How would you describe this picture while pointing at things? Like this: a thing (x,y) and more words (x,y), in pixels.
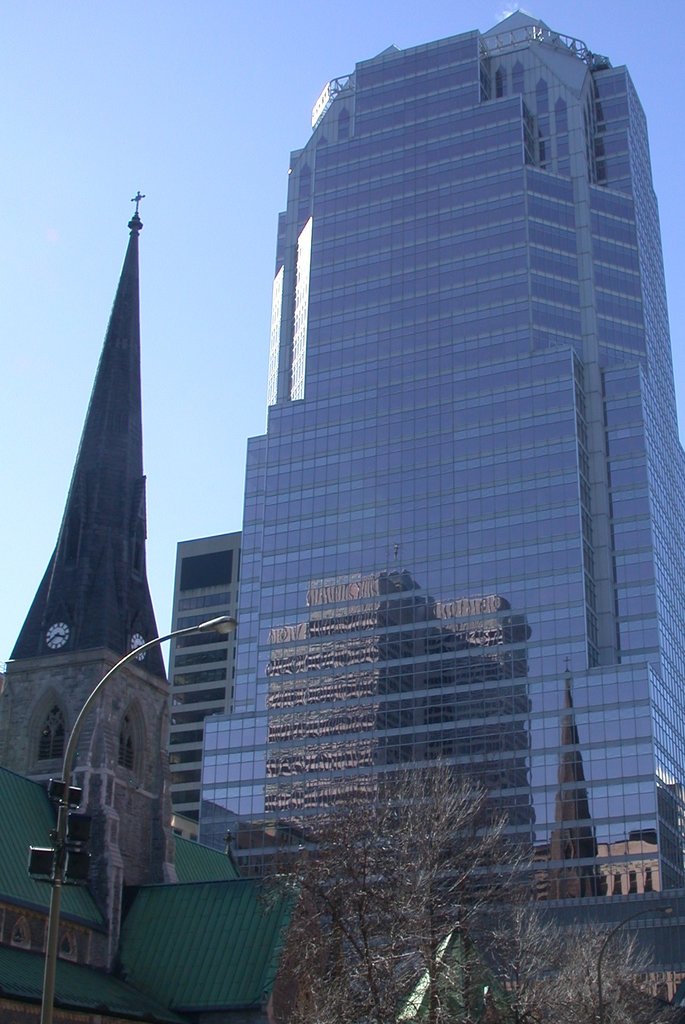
In this picture we can see light pole (51,949), trees (401,914) and buildings (174,867). In the background of the image (195,340) we can see the sky (229,174).
